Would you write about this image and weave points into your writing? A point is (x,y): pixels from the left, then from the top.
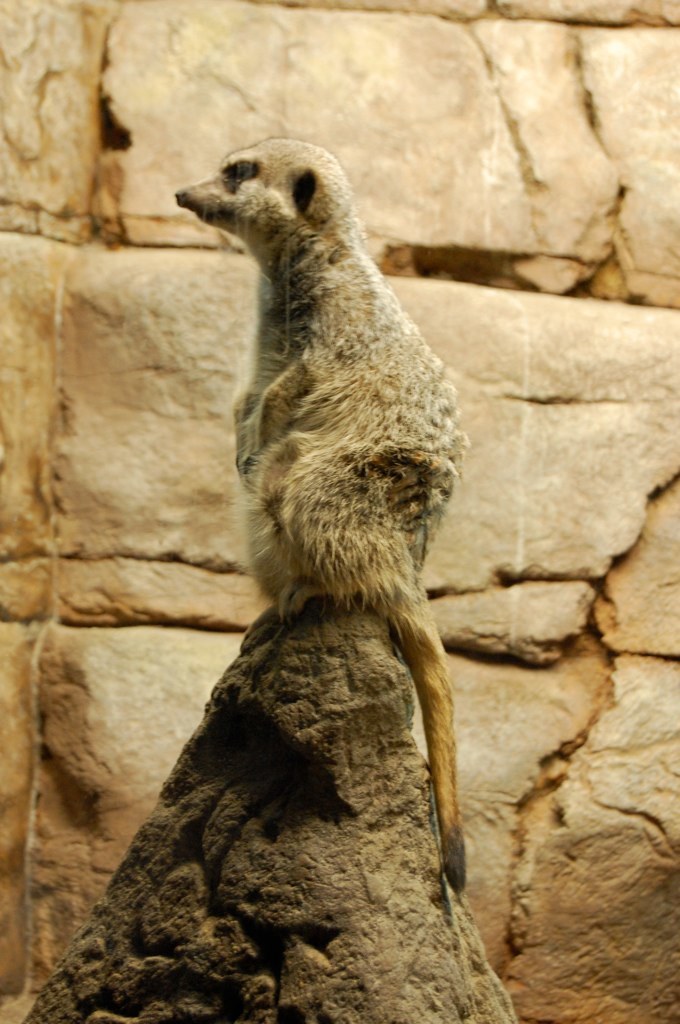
In this image we can see an animal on the rock (416,847). In the background (168,614) we can see wall (50,112).
